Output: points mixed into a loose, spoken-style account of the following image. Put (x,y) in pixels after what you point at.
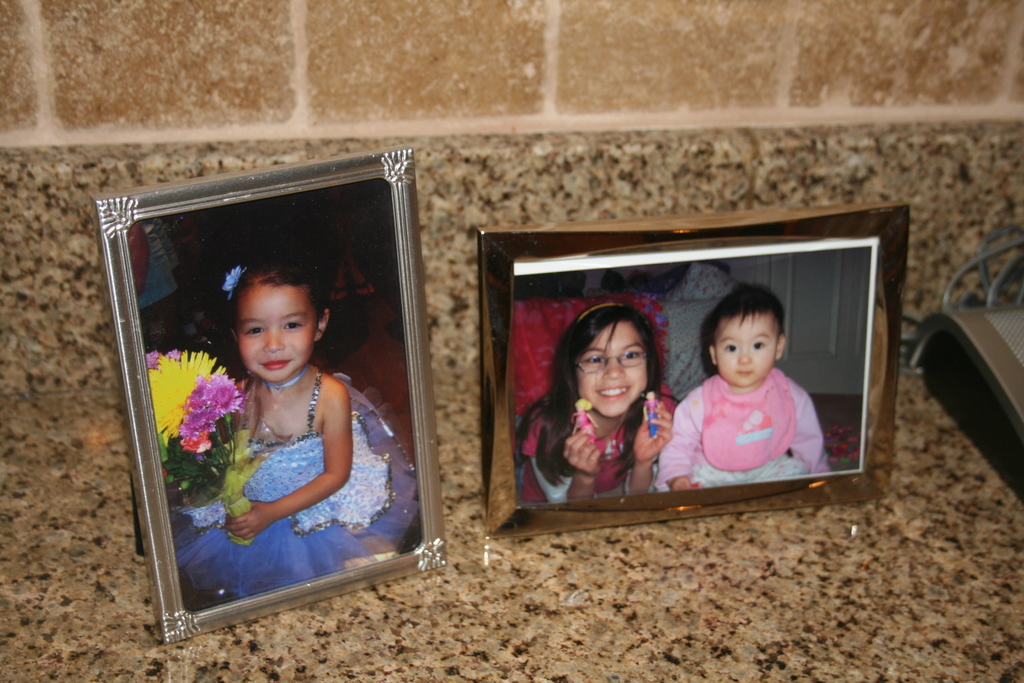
In this image I can see two photo frames (517,522) on a desk (506,558) or an object (376,664).
